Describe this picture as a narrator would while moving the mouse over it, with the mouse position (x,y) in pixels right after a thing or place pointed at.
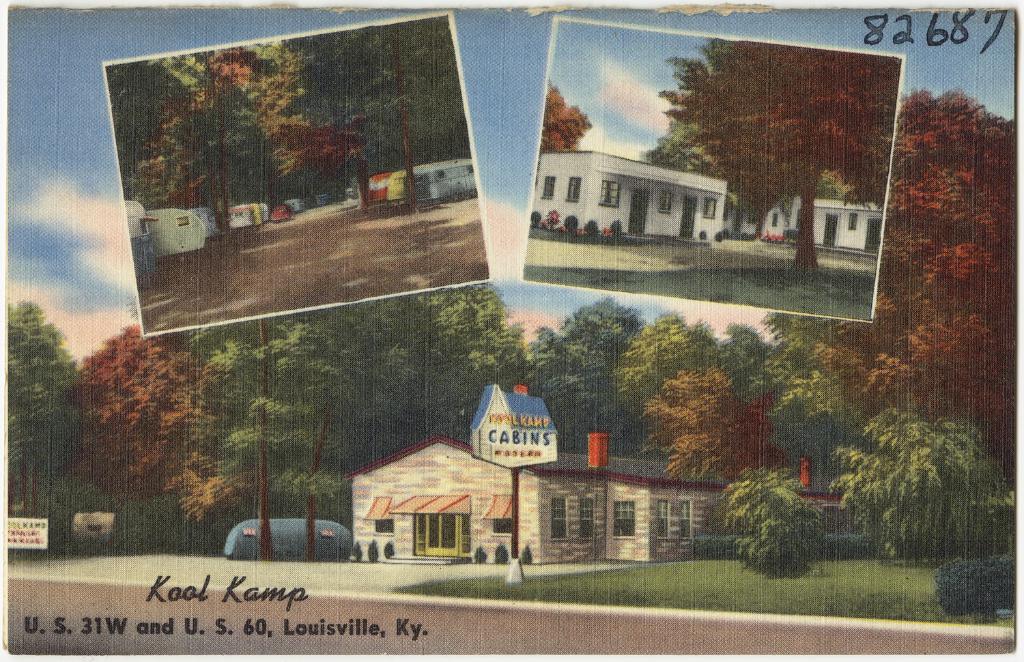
This is edited image, we can see photos (749,197) and we can see houses (404,511), trees (387,320), plants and sky (514,122) with clouds (515,272). In the bottom left of the image (271,591) we can see some text (283,594).
